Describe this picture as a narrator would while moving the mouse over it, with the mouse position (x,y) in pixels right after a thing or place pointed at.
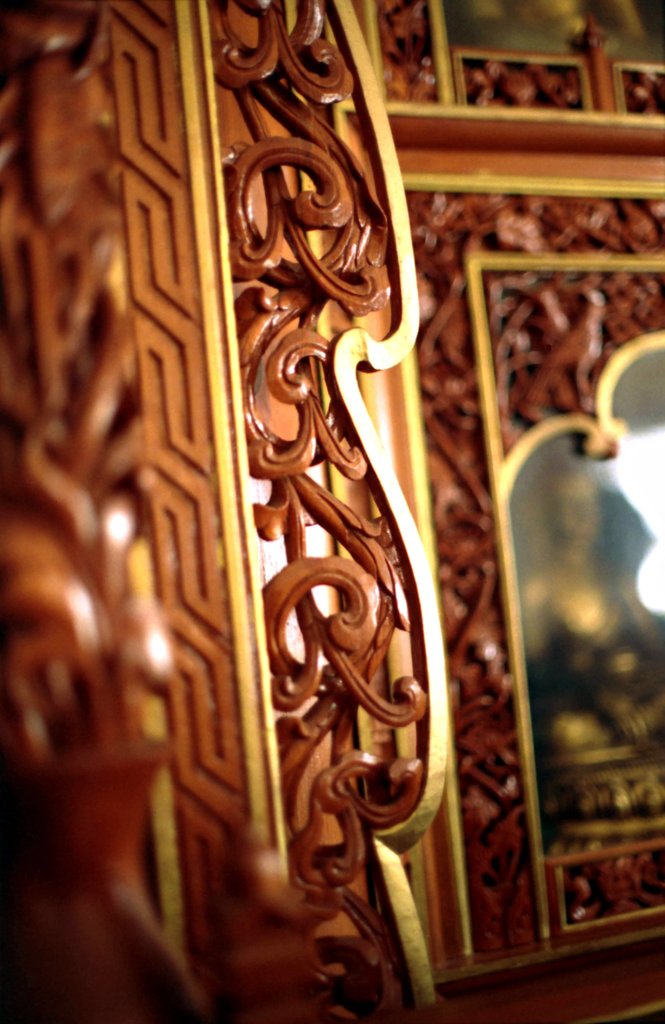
In this image there is a door (259,399) on which there is some design (275,364). On the right side (563,523) there is a mirror (569,556). Around the mirror (567,515) there is design (608,252).
